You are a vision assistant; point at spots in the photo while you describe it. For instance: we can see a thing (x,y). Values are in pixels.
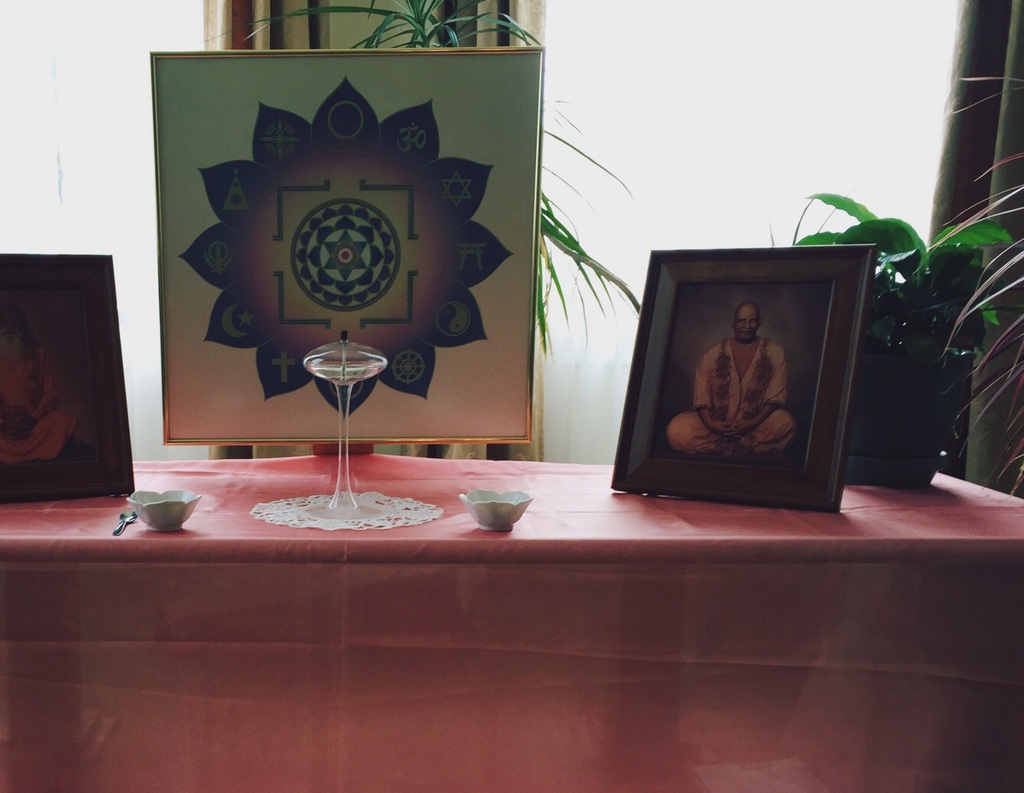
In the picture I can see a table (669,511) which is covered with a red color cloth (610,520). I can see a photo frame (100,373) on the left side (104,372) and the right side (785,403) as well. There is another photo frame (435,277) in between two photo frames (38,380). I can see a candle stand (329,504) and two bowls (188,492) on the table (444,495). I can see a pot (860,451) on the right side (898,358). In the background (568,118), I can see the glass windows (698,38) and there is a curtain (980,90) on the top right side (960,146).
